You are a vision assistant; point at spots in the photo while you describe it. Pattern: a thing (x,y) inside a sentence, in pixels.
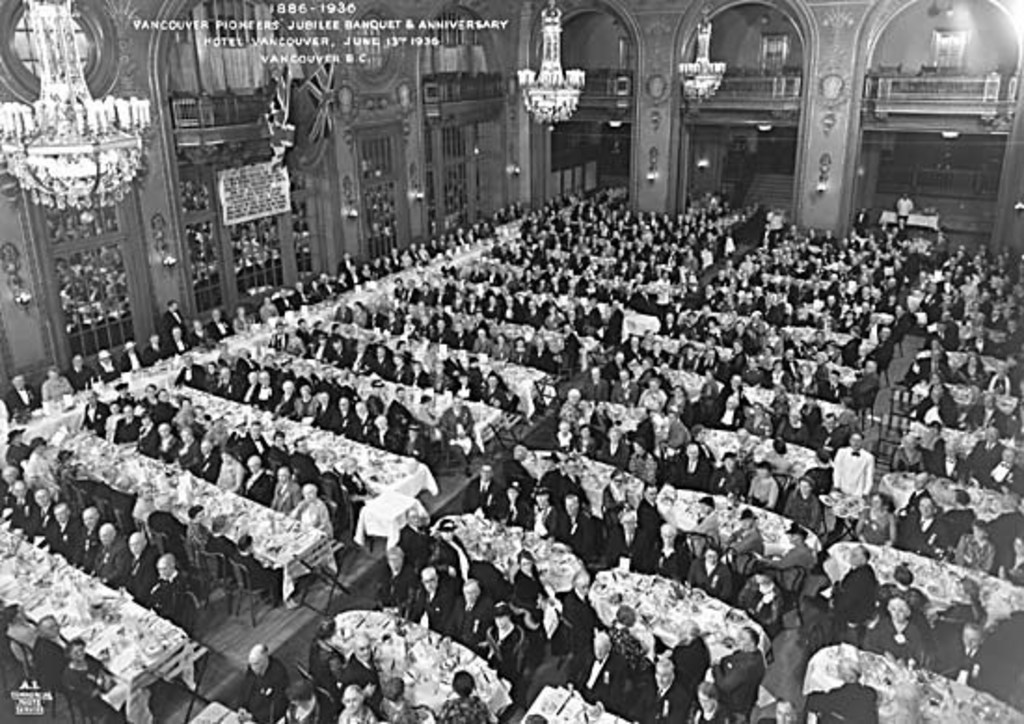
There are people (267,318) those who are sitting around the tables (677,517) in the center of the image (643,359) and there are chandeliers (706,82) and arches (163,32) at the top side (166,50). There are lamps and text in the image.
